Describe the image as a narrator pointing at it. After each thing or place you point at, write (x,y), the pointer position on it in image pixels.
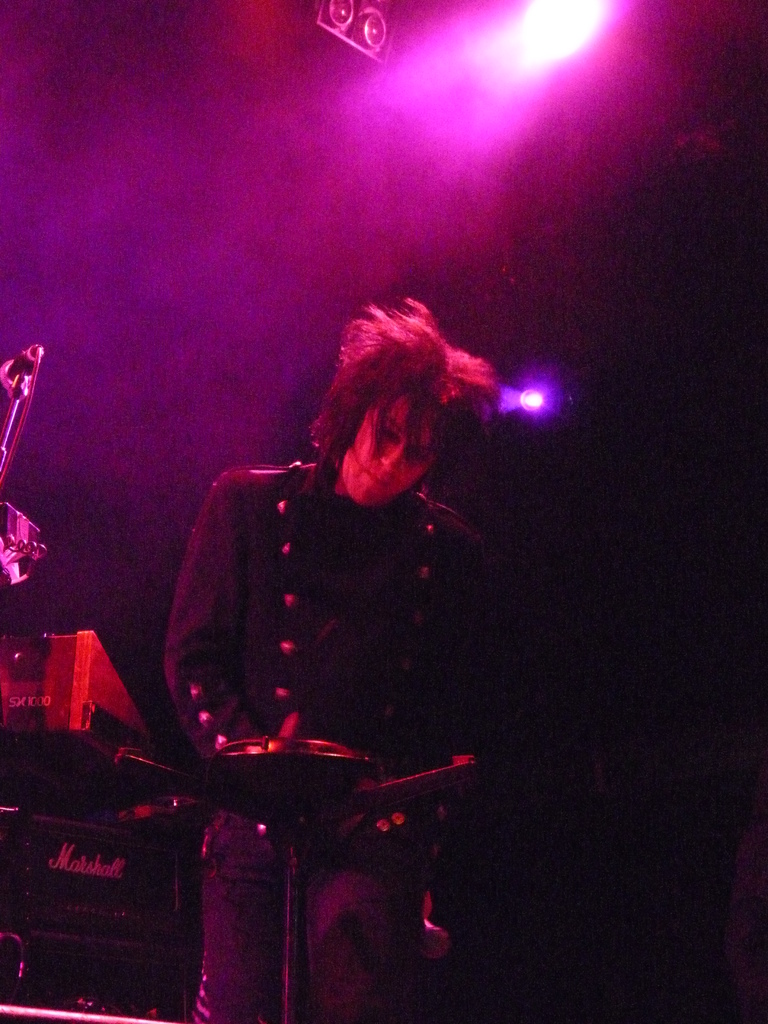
In the picture I can see this person (331,822) standing, here we can see few objects (92,913). The background of the image (544,34) is dark, where I can see show lights (548,45) which are pink in color.
